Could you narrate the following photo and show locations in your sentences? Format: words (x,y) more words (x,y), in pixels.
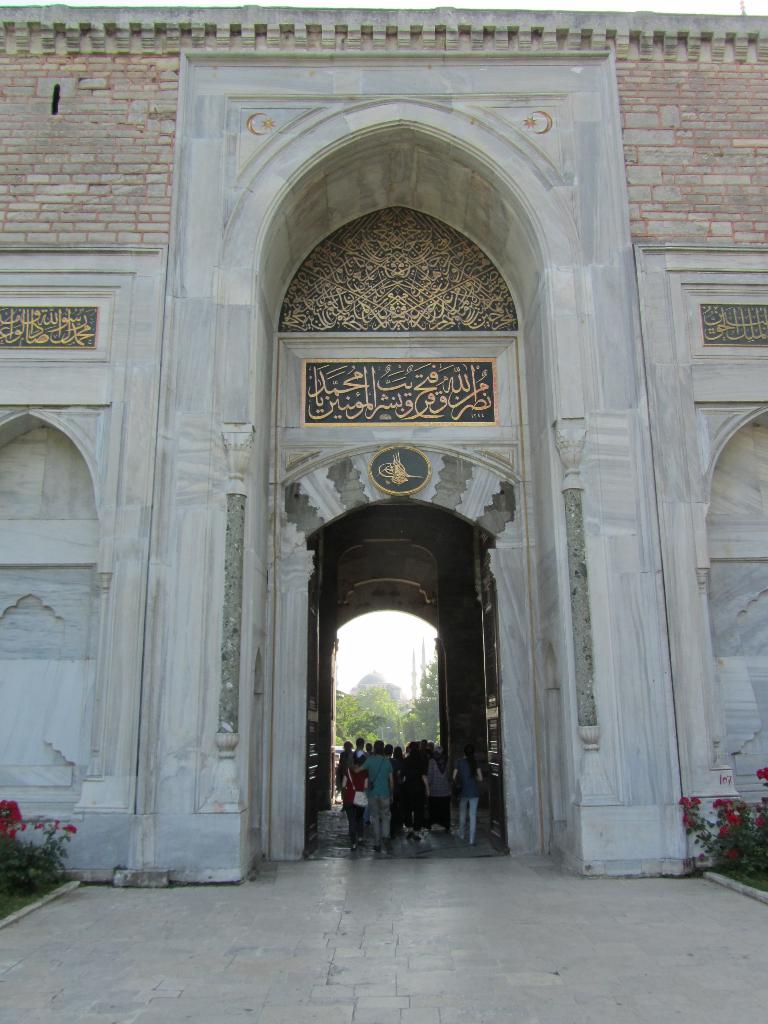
This picture shows a building (644,303) and we see carvings (372,329) on the wall (159,361) and we see few people (409,782) standing and we see plants (698,836) with flowers (5,808).
